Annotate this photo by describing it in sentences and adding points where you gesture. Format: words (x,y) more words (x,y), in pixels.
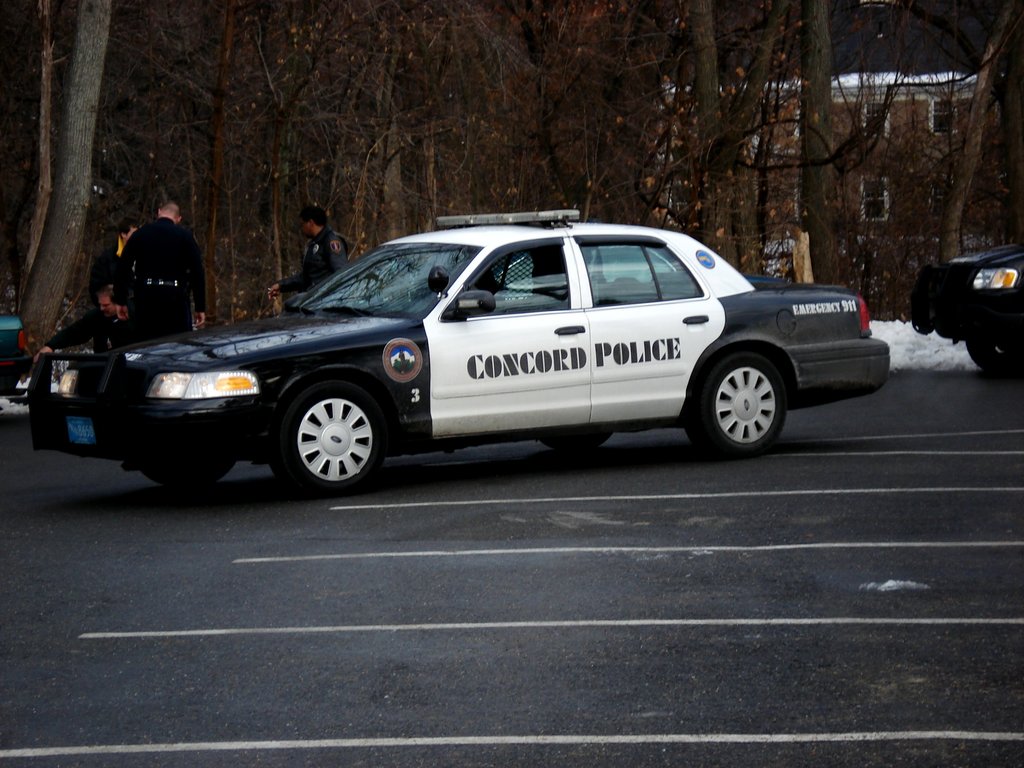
Here I can see two cars (569,343) on the road (438,550). On the other side of the road (93,463) few people (182,277) are standing. In the background (488,150) there are some trees (658,107) and a building (902,119).
